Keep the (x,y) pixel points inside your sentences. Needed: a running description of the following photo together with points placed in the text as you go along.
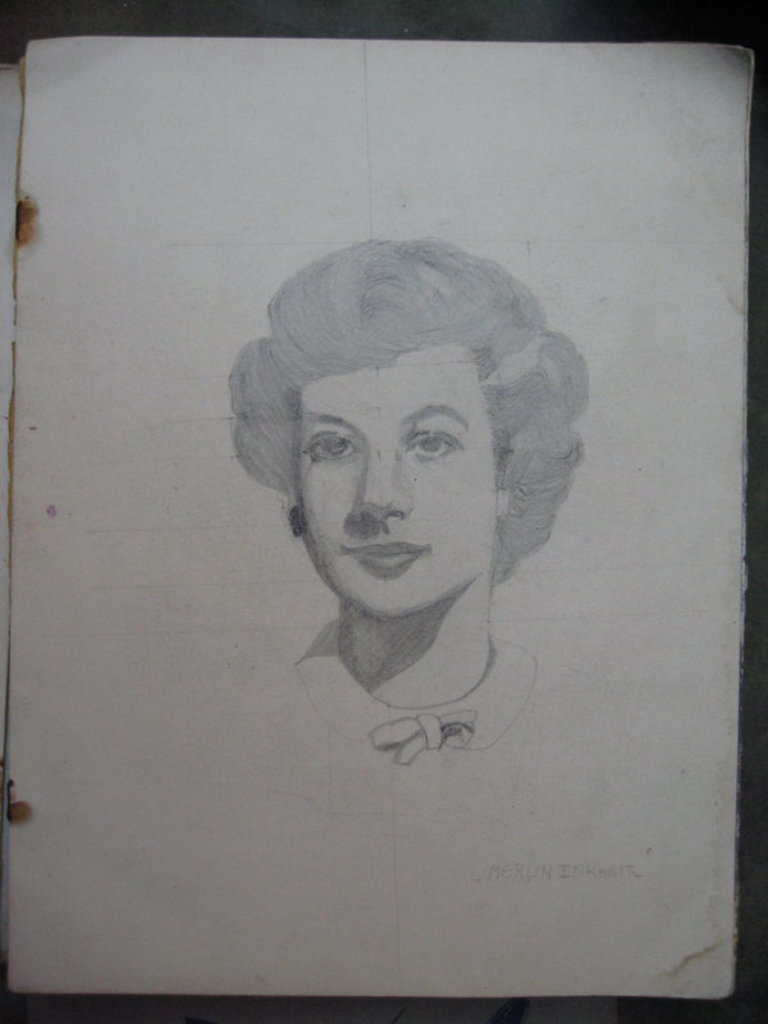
In this image we can see the drawing (305,461) of a woman (336,636) in a paper (62,450). We can also see some written text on it.
